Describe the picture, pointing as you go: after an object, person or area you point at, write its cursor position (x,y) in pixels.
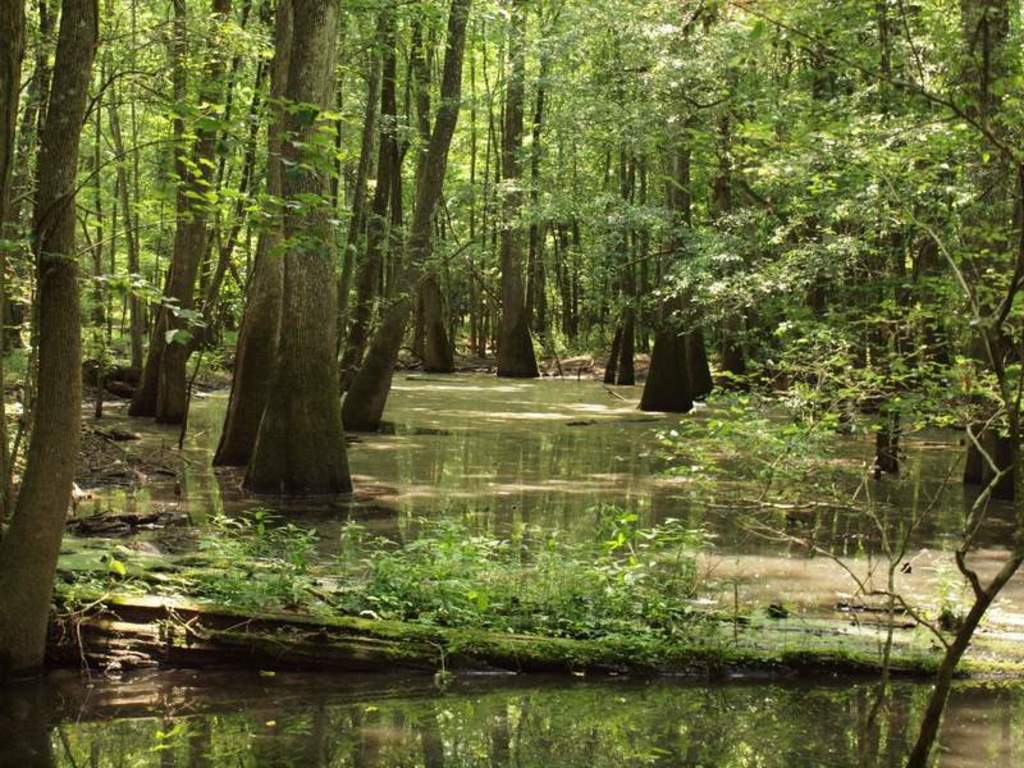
This picture shows bunch of trees (504,229) and we see water (532,401) and few plants (667,524).
